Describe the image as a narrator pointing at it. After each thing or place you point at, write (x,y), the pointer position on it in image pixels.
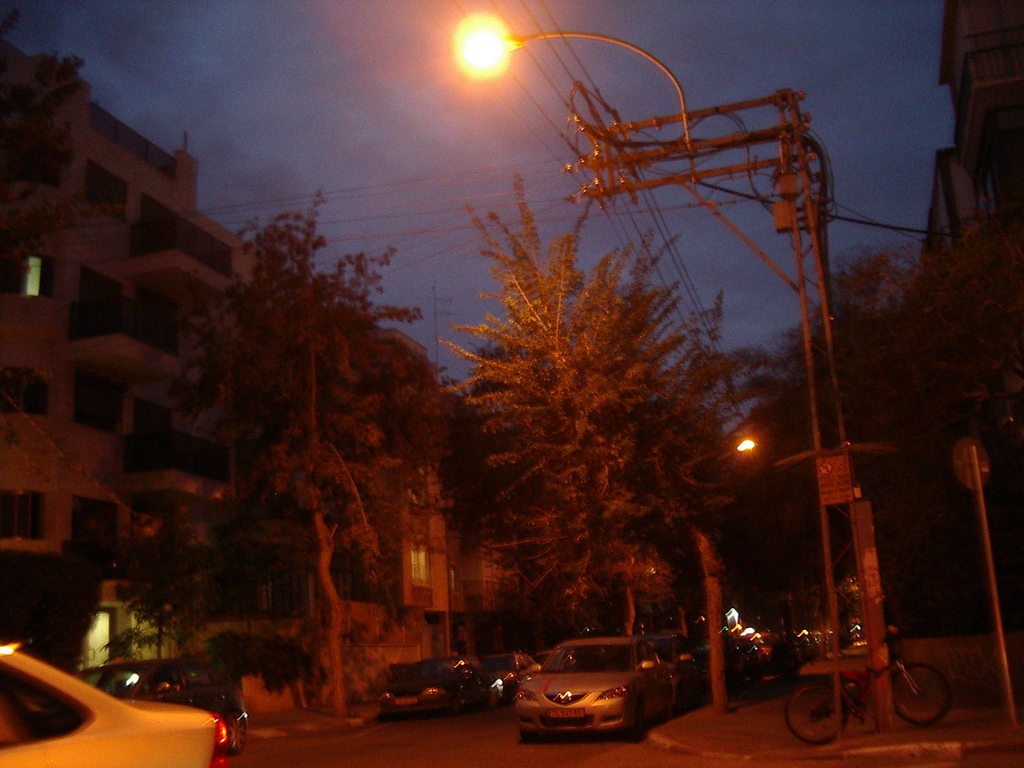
In this image we can see buildings (59,500), trees (581,447), light poles (684,98), cars (627,651) on the road (430,719). At the top of the image (270,94) there is sky (270,94).
